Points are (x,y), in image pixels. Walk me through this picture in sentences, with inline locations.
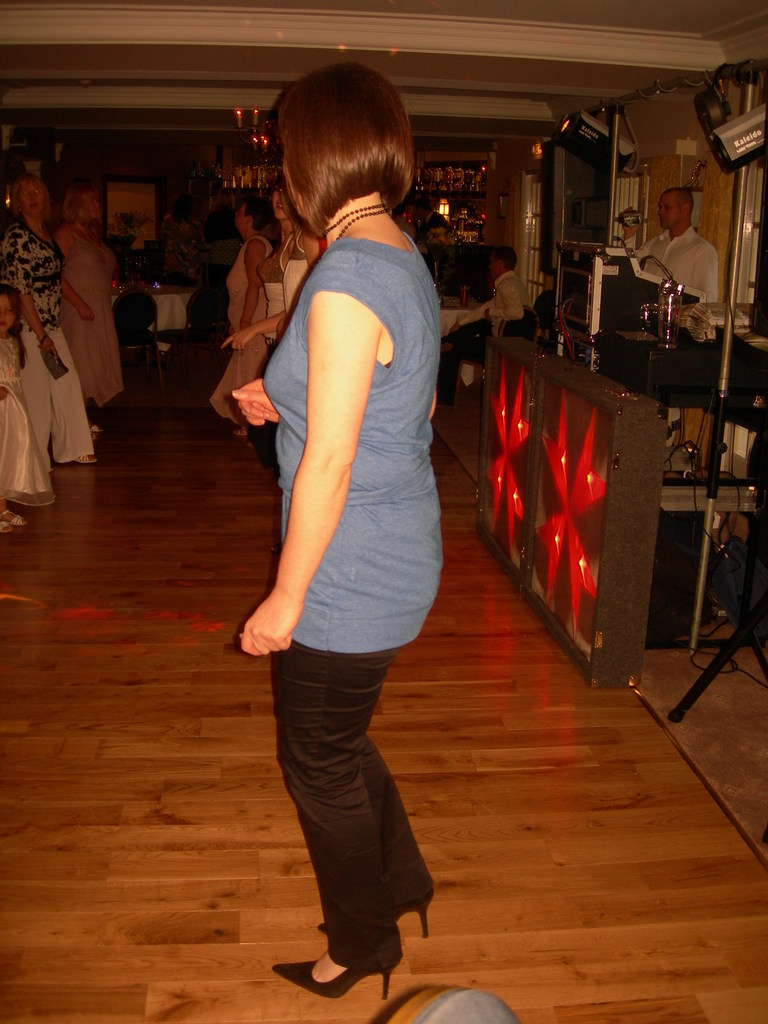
In this picture I can see group of people (371,114) standing, there are some items (586,282) on the tables (458,315), there are chairs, cables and some other objects (586,257).
